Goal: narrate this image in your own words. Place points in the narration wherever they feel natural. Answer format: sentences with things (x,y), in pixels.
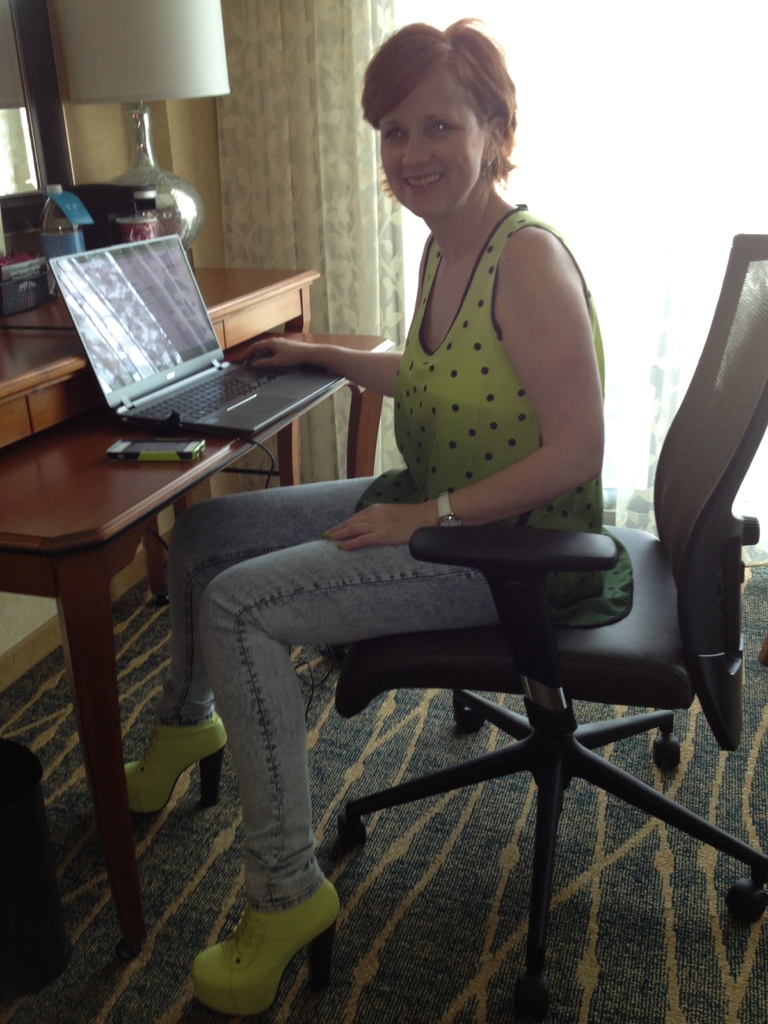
This picture is mainly highlighted with a woman (563,596) sitting on a chair (548,565) in front of a table (135,430) and on the table (58,318) we can see a laptop (227,366), mobile phone (186,449) which is connected to a laptop (247,413), a table lamp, bottle (41,232). This is a floor (464,966). She is carrying a pretty smile (404,180) on her face (430,162). This is a curtain (297,60) and window (620,45).
